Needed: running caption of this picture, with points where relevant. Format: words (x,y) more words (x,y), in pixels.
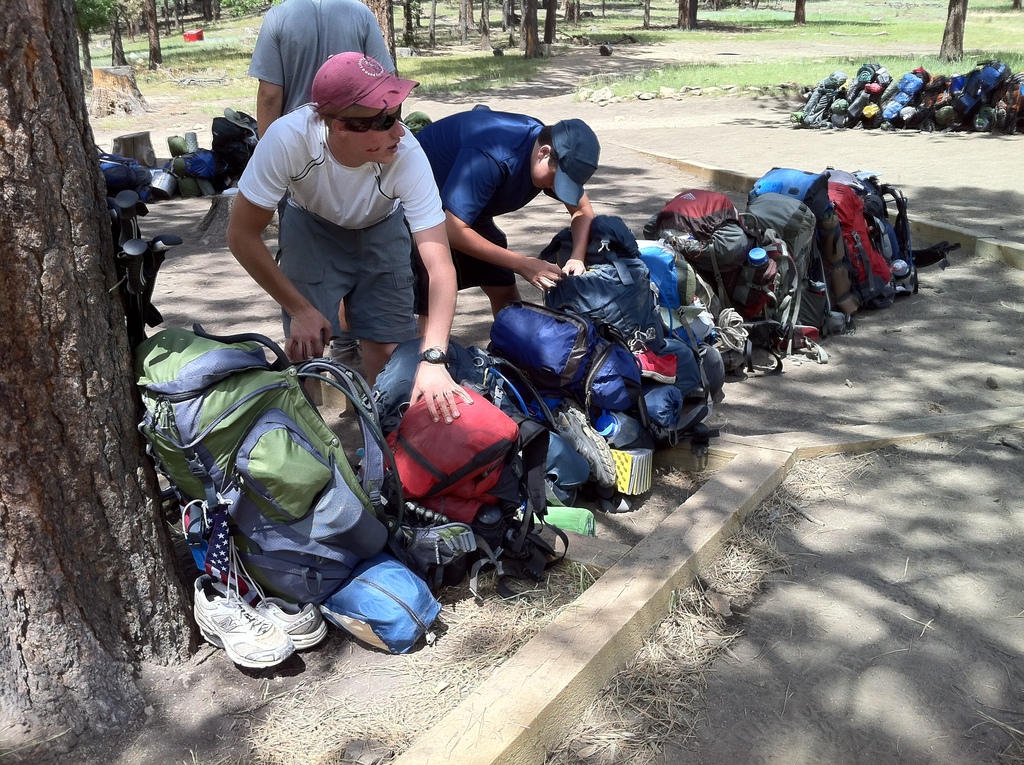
In this image we can see three men (290,344) standing. We can also see some bags (408,490), shoes (290,641) and some objects (219,541) placed on the ground (765,624), the bark (67,442) of the trees (71,457), stones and grass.
